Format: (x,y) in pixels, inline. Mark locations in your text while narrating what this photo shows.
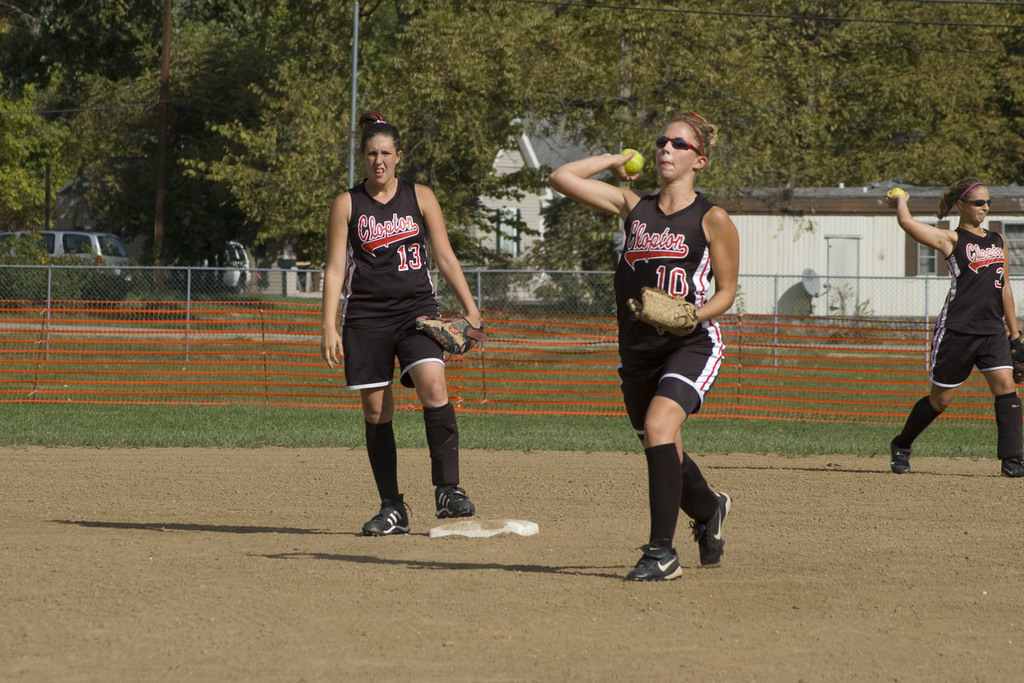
This picture is clicked outside. On the left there is a woman (398,223) wearing black color t-shirt (400,210) and walking on the ground (394,589). On the right (731,282) we can see the two persons (724,246) wearing black color t-shirts (700,267), gloves (661,315), holding balls (635,170) and seems to be walking on the ground (170,583). In the background (104,428) we can see the green grass (136,413), net (554,370), metal rods (43,316), vehicles (57,255), trees (408,89) and some houses (910,249).
